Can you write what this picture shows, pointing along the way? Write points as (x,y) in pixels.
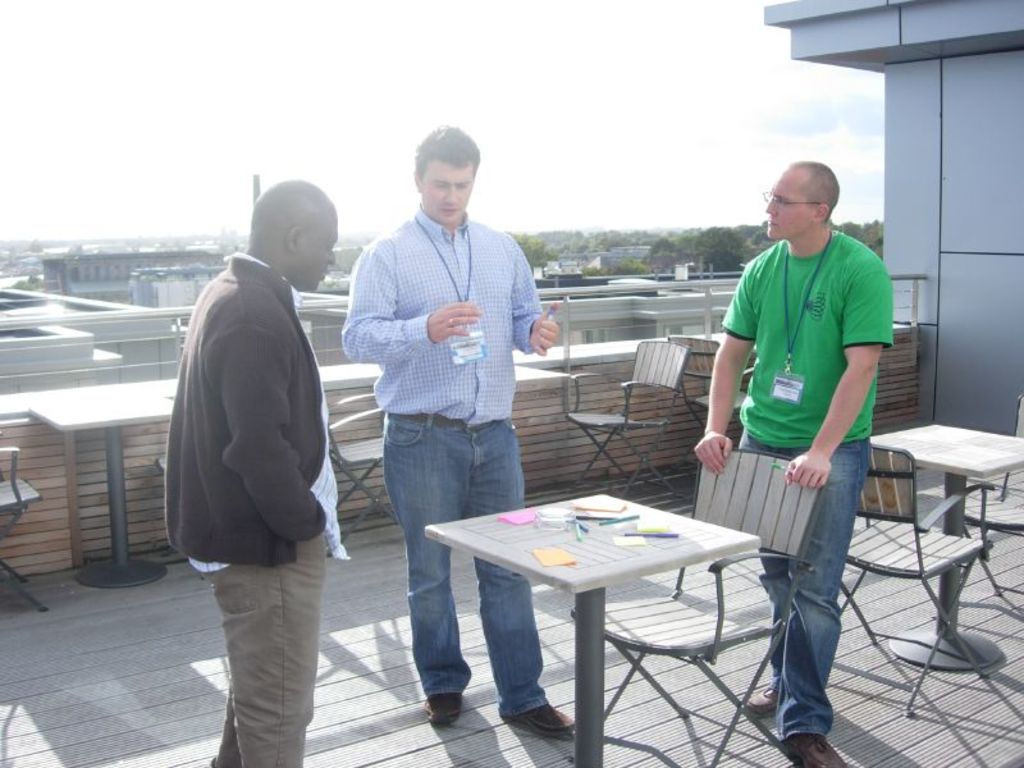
In this image i can see three man (404,451) standing wearing a badge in front of a man (488,343) there is table (621,564) and a chair (695,591), at the back ground (712,247) i can see few trees (700,254), sky (707,133), building (928,131).
